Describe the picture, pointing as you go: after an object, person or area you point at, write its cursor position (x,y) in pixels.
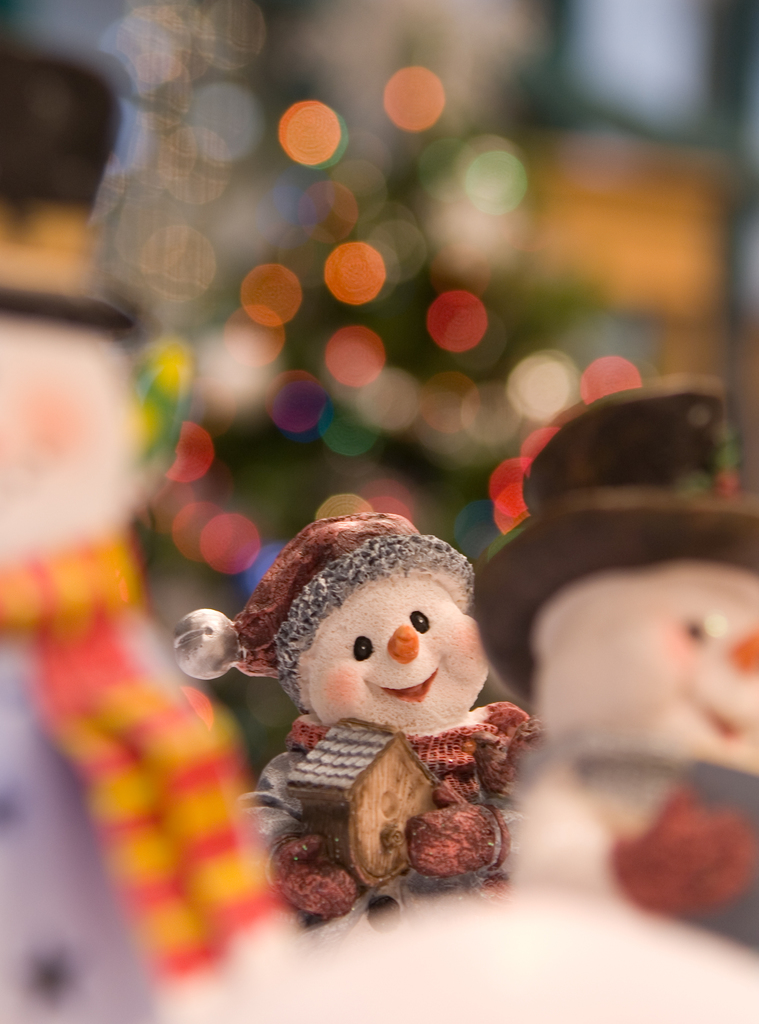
In this image we can see toys (342,538). In the background (537,376) it is blur.
